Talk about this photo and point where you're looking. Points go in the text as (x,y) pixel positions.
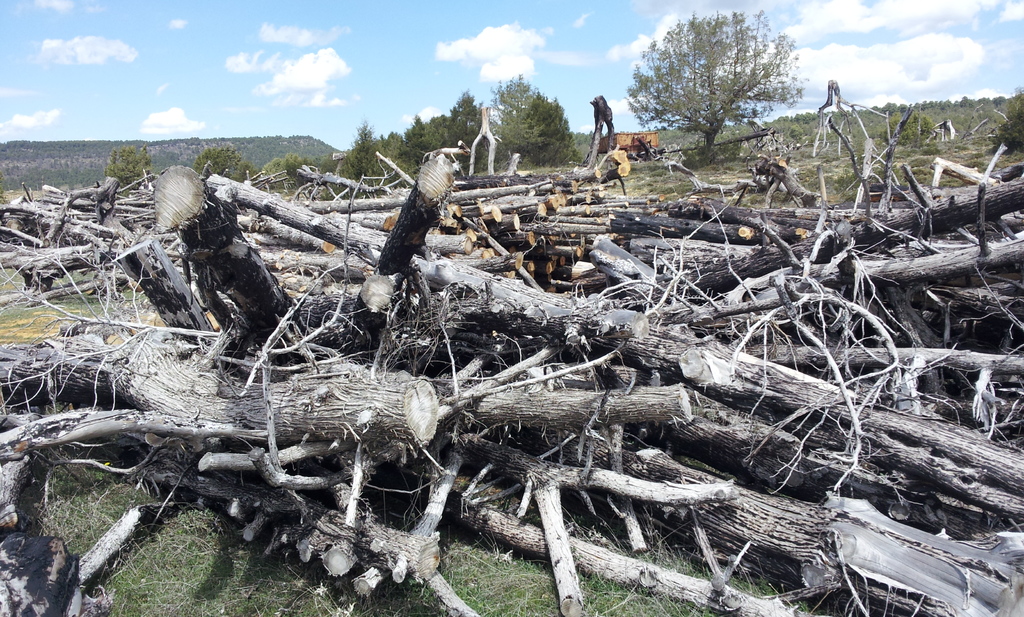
In this image there are so many chopped wooden pieces (421,337) behind them there are trees (917,134) and mountains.
